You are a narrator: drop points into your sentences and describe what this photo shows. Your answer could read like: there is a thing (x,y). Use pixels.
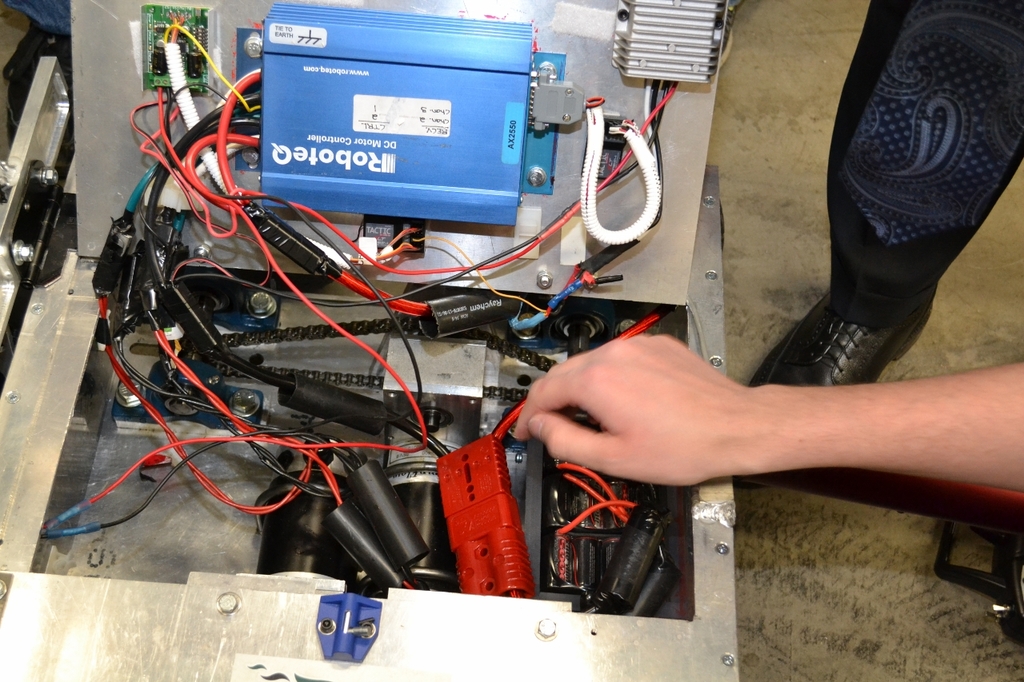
In this image we can see a hand (683,425) of a person (669,425) on an electrical device (485,512) with some cables (167,238) and circuit boards (188,20). On the right side of the image (837,261) we can see a leg (953,171) of a person (931,170).
